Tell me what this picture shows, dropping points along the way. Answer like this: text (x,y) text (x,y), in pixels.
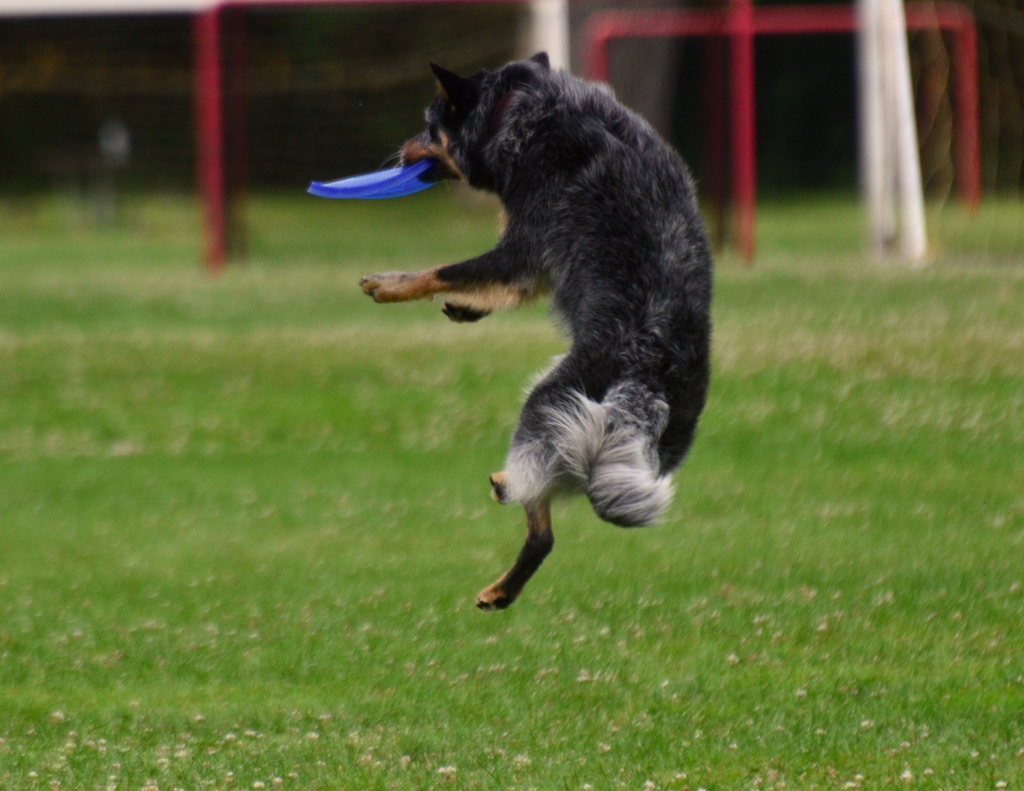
In this picture we can see a dog (647,333) holding an object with it's mouth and this dog (573,297) is in the air and in the background (741,342) we can see grass (763,376) and some objects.
